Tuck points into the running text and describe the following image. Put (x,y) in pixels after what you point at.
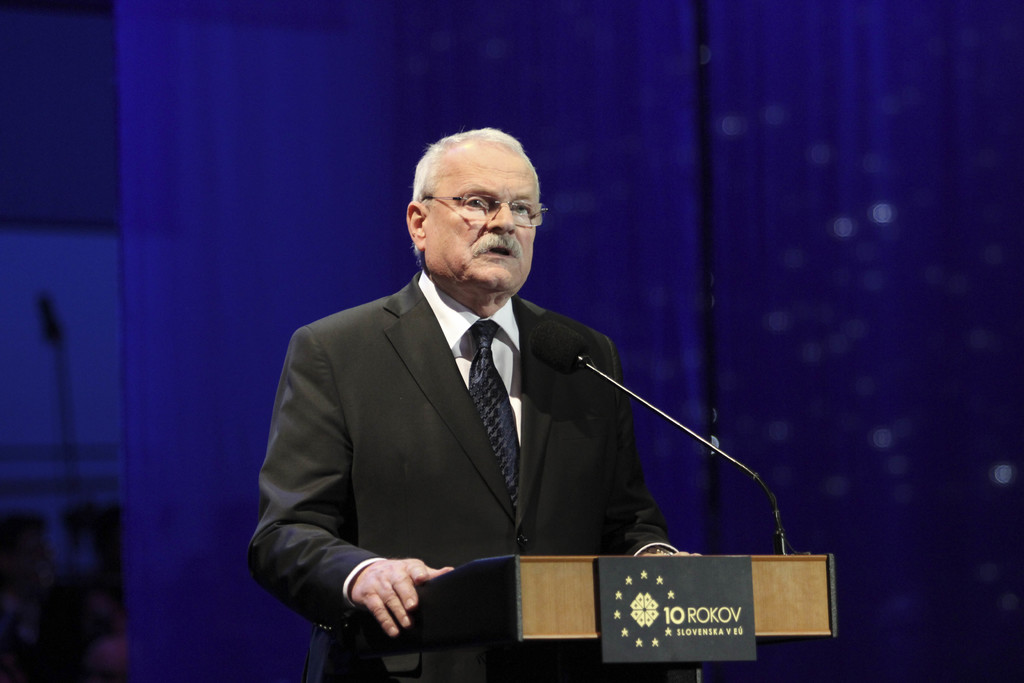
This man (586,477) wore a suit (395,402) and spectacles (496,210). In-front of this man (462,339) there is a podium (485,601). To this podium (530,591) there is a mic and board (632,581). Background (195,612) it is blurry we can see blue curtains (632,145).
